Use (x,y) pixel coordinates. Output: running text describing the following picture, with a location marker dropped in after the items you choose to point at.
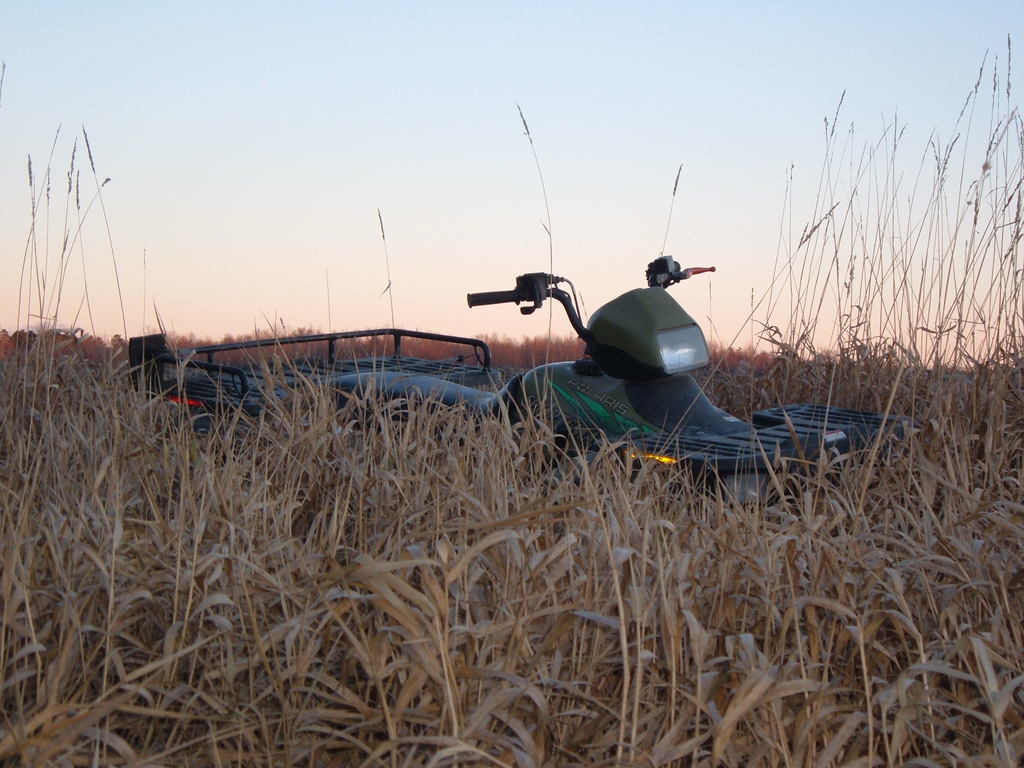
At the bottom of the image (664,592) I can see the plants (433,625). In the background (501,371) there is a vehicle (457,370). At the top of the image (451,174) I can see the sky (459,130).
